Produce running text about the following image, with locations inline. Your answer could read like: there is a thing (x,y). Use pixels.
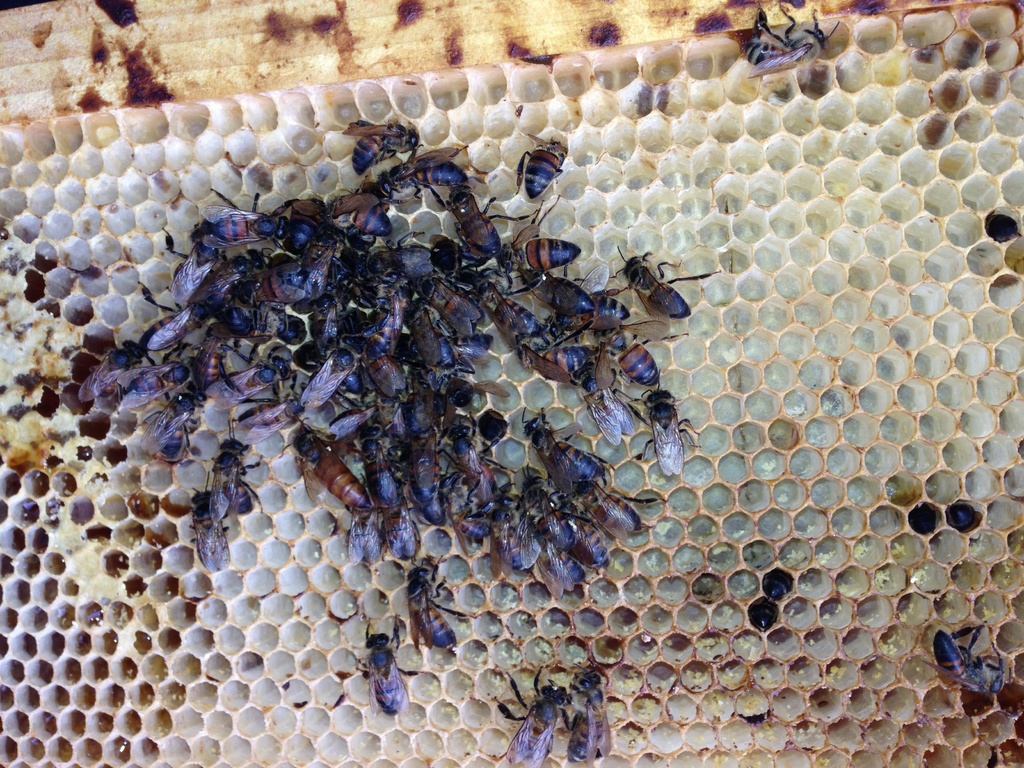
This image consists of honeybees (514,325) along with honey comb (232,570).
